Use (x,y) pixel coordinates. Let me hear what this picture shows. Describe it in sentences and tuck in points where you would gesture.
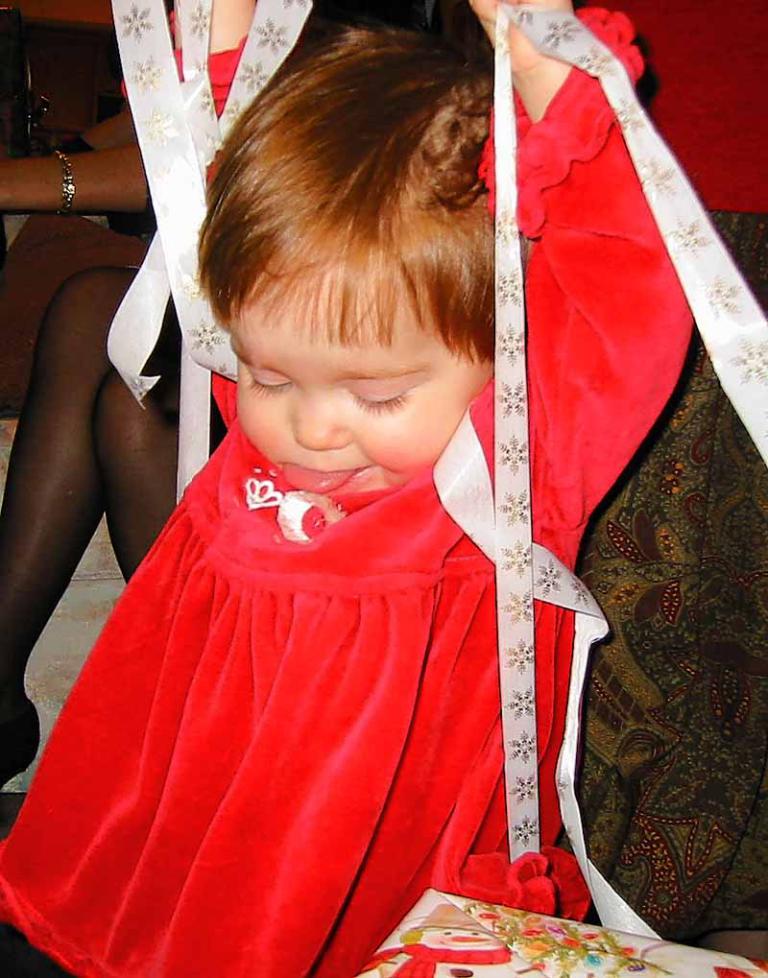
In the image there is a baby (339,753) with red dress (545,450) is standing and she is holding the white color ribbons (482,494) in the hand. Behind the baby (360,934) to the left side (67,522) there are person legs (66,387) and hands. At the right bottom corner of the image (534,955) there is a white item (606,965) with a design (481,951).
